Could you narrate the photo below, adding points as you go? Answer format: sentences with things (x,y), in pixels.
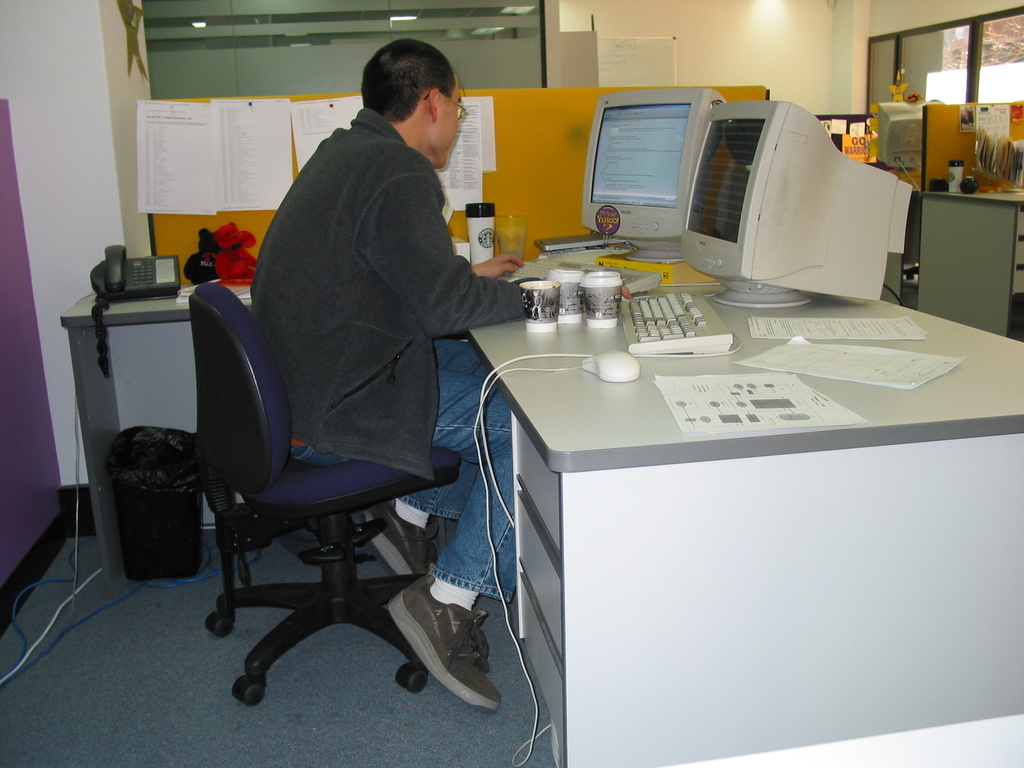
In this image I can see a man (308,293) is sitting on a chair (254,400) in front of a table (665,358). On the table (643,358) I can see there are two monitors (717,213), the keyboard (638,314) and few other objects (627,362) on it.
